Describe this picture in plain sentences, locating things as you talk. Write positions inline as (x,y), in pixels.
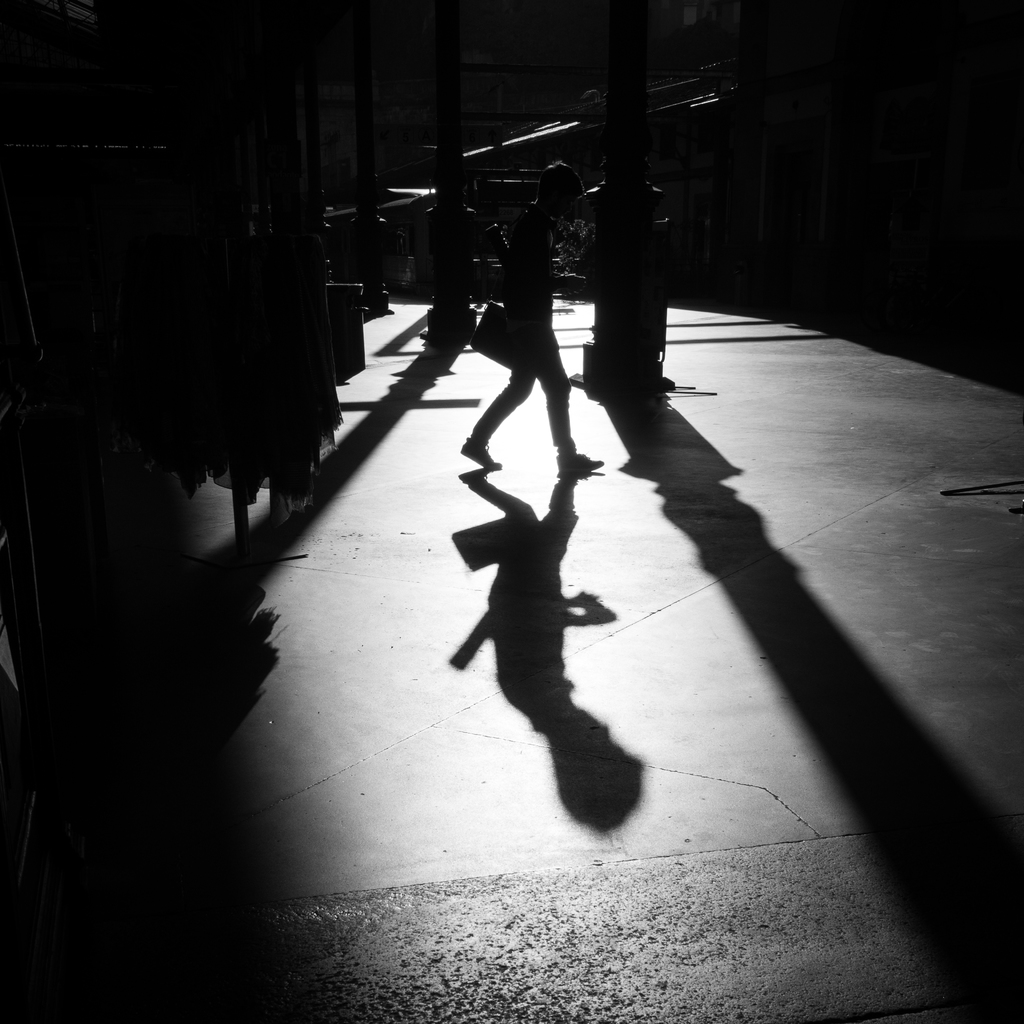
In this image one person (524,212) is walking and his shadow (569,771) is there on the floor (508,705). Behind some pillars (355,115) are present.
